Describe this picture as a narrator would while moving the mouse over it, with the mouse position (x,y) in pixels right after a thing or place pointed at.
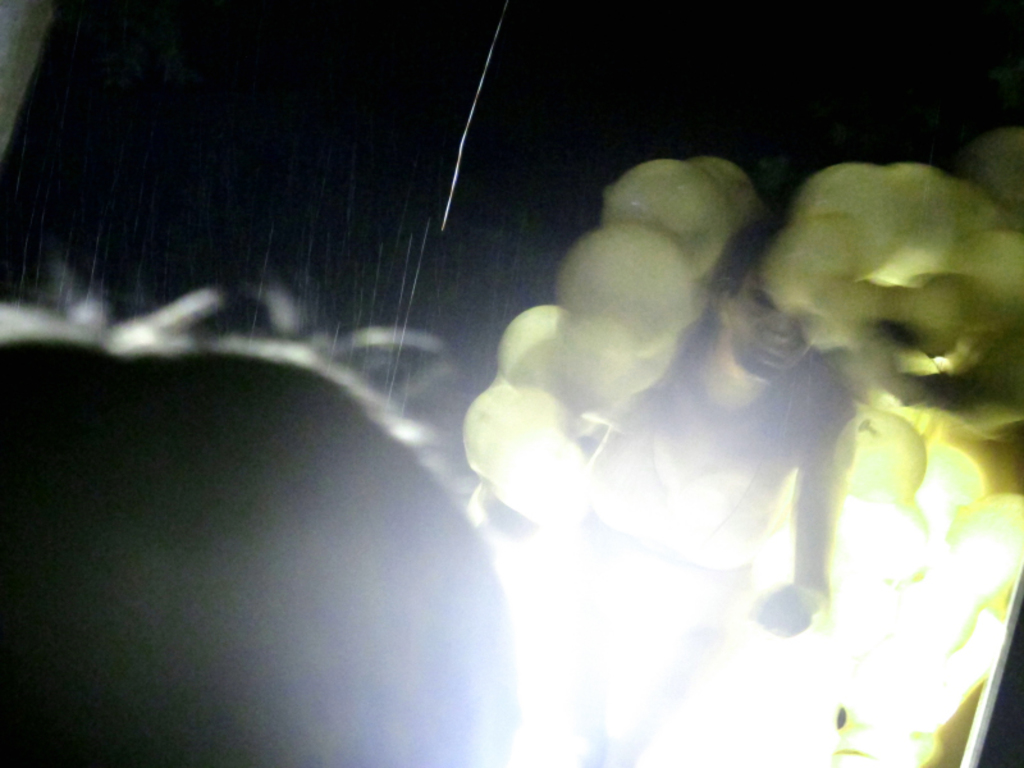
In this picture we can see a person (738,477) between the lights (533,551) and we can see it is blurry and in the background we can see it is dark.
